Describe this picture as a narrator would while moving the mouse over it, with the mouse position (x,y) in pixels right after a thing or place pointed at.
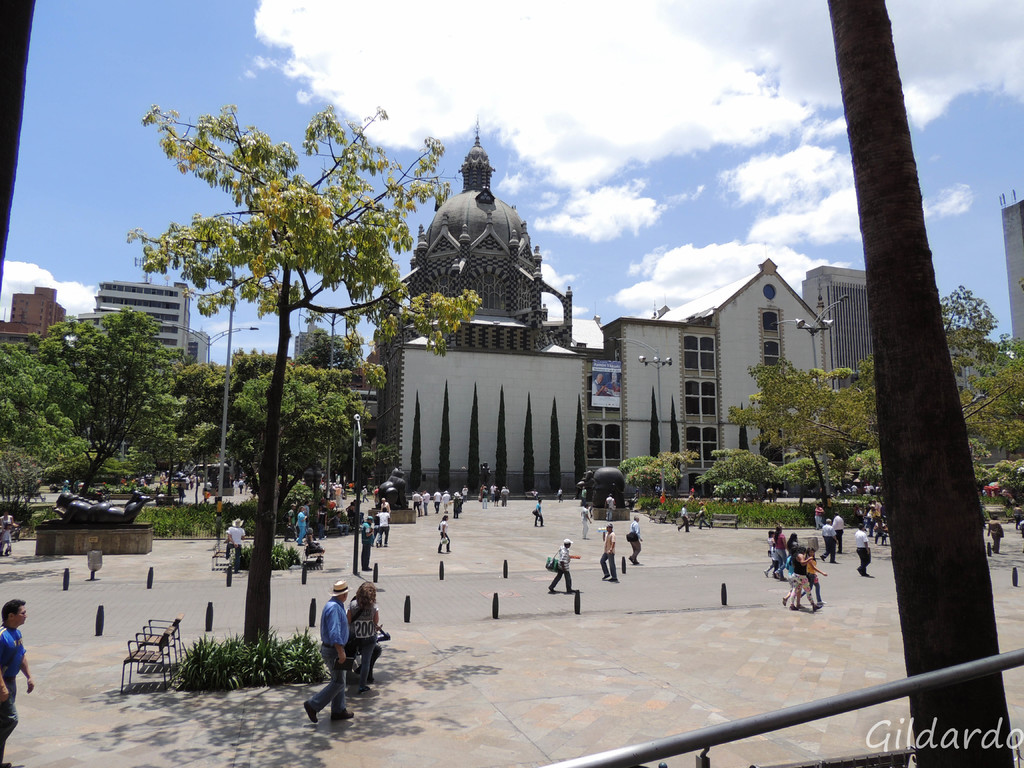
In this in the middle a man (332,642) is walking, he wore a hat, shirt (343,615), trouser (332,663). Beside him a person (362,639) is walking near the tree (279,401) and few people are walking on the road (644,545). There are buildings (588,377), at the top (645,36) it is the sky (555,166).
